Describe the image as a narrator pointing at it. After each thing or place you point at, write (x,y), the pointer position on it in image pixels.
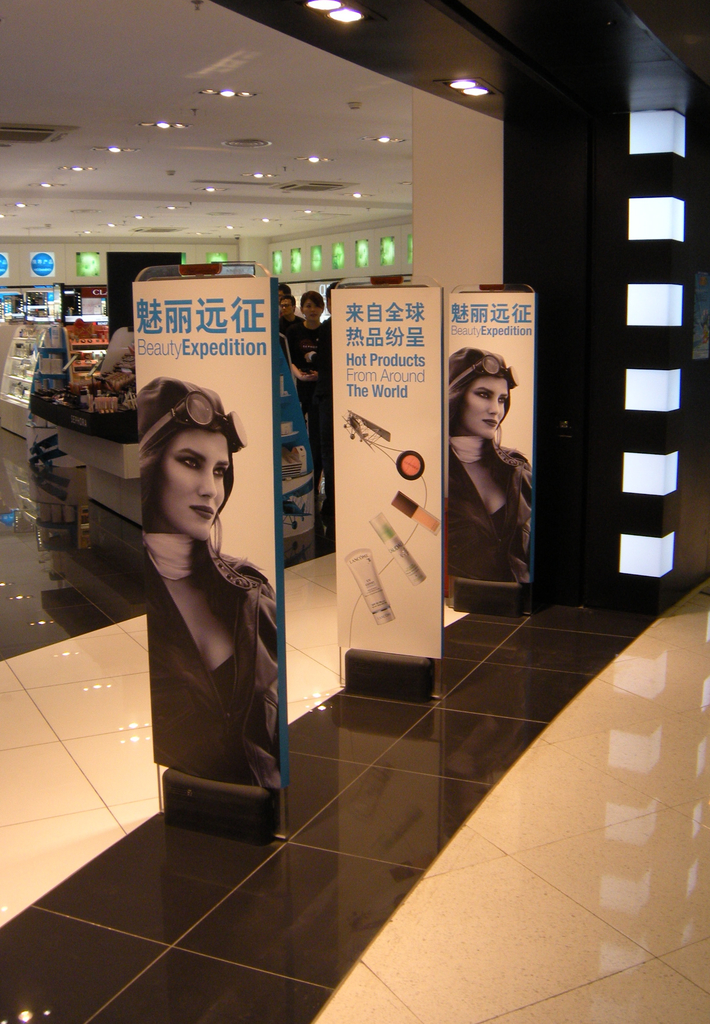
In this image we can see boards (443,532), wall (597,474), lights (630,375) and other objects (6,377). In the background (297,400) we can see some persons (329,386), ceiling (163,147), lights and other objects (41,377). At the bottom of the image (367,880) there is the floor (344,942).
